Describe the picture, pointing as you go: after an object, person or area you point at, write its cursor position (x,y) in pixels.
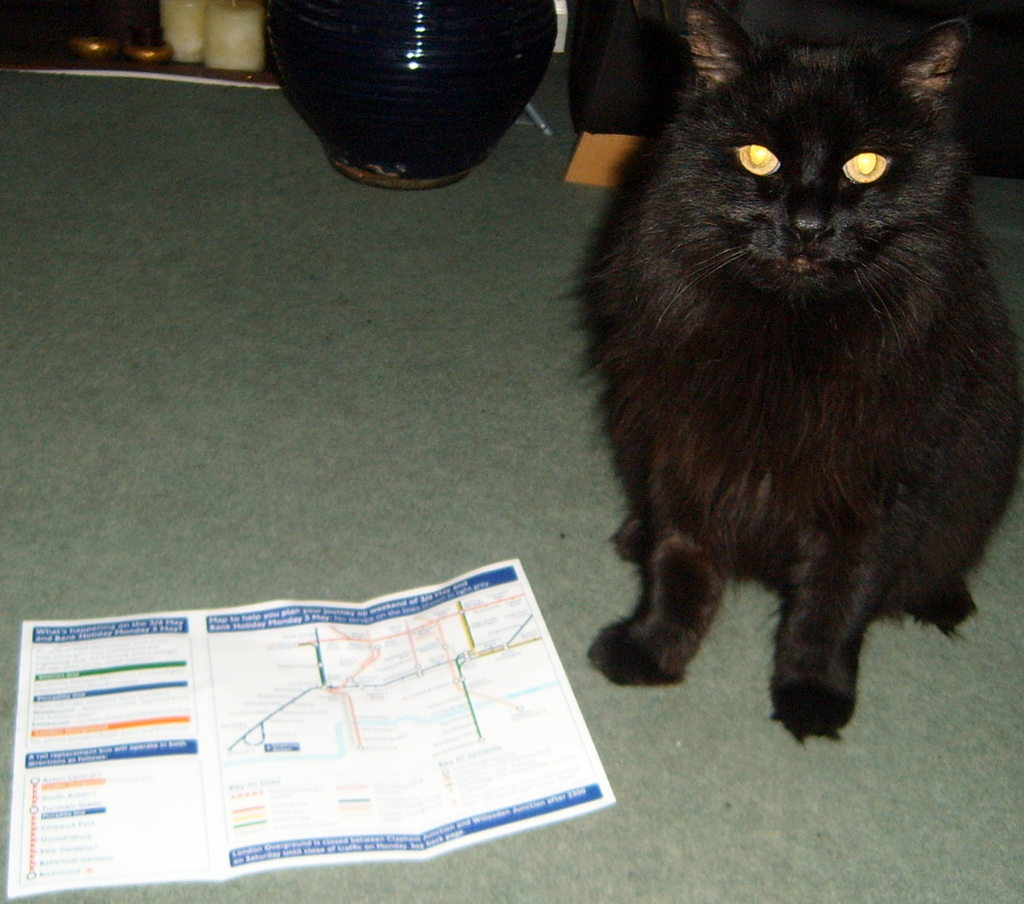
In the image on the floor (755,635) there is a paper (365,636) and also there is a black cat (832,367) sitting on the floor (880,664). In the background (395,50) there is a vase (415,38) and also there are some other items (181,30).
